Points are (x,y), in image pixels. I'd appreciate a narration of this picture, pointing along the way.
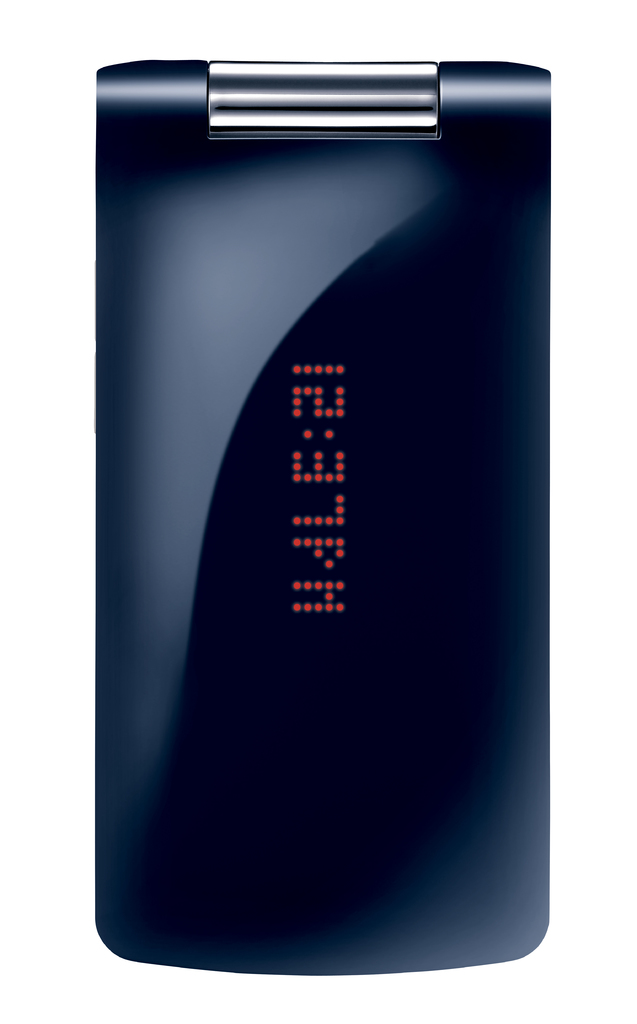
In this image we can see a black color object (308,489), which looks like a mobile phone (402,611) with some text (327,478) on it and the background (550,12) is white.
